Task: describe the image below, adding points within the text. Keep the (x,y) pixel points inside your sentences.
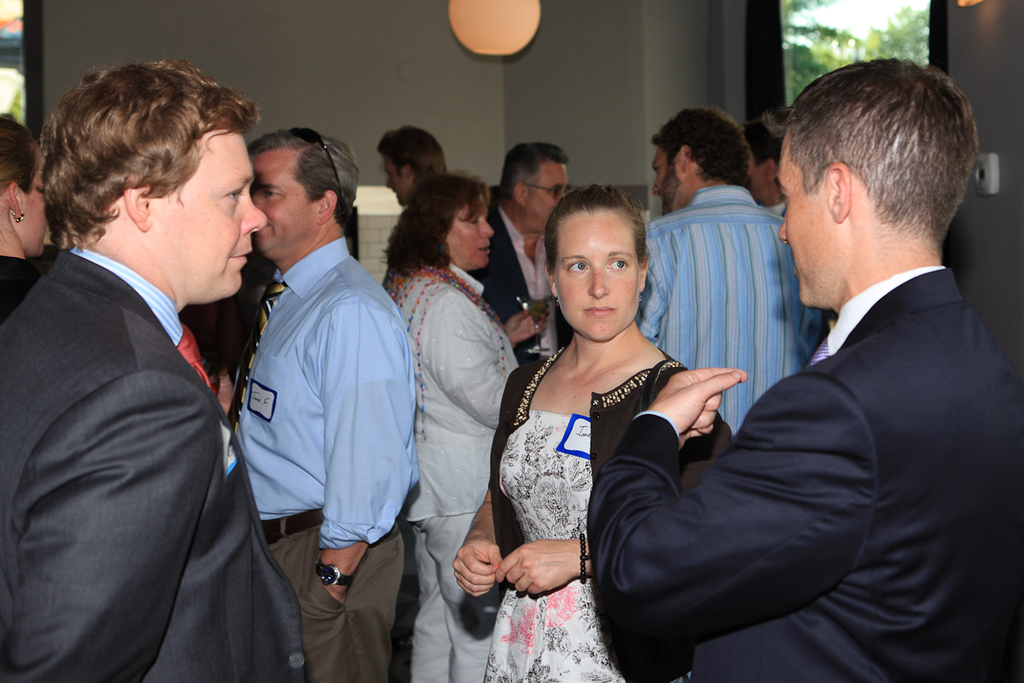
This picture is clicked inside the room (945,33). In the center (458,291) we can see the group of people (425,319) standing on the ground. In the background (488,98) we can see the wall (509,59) and an object (483,30) seems to be hanging on the roof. On the right (917,29) we can see the sky (846,14) and the trees (874,39) and we can see some objects (759,61) in the background (12,89).
